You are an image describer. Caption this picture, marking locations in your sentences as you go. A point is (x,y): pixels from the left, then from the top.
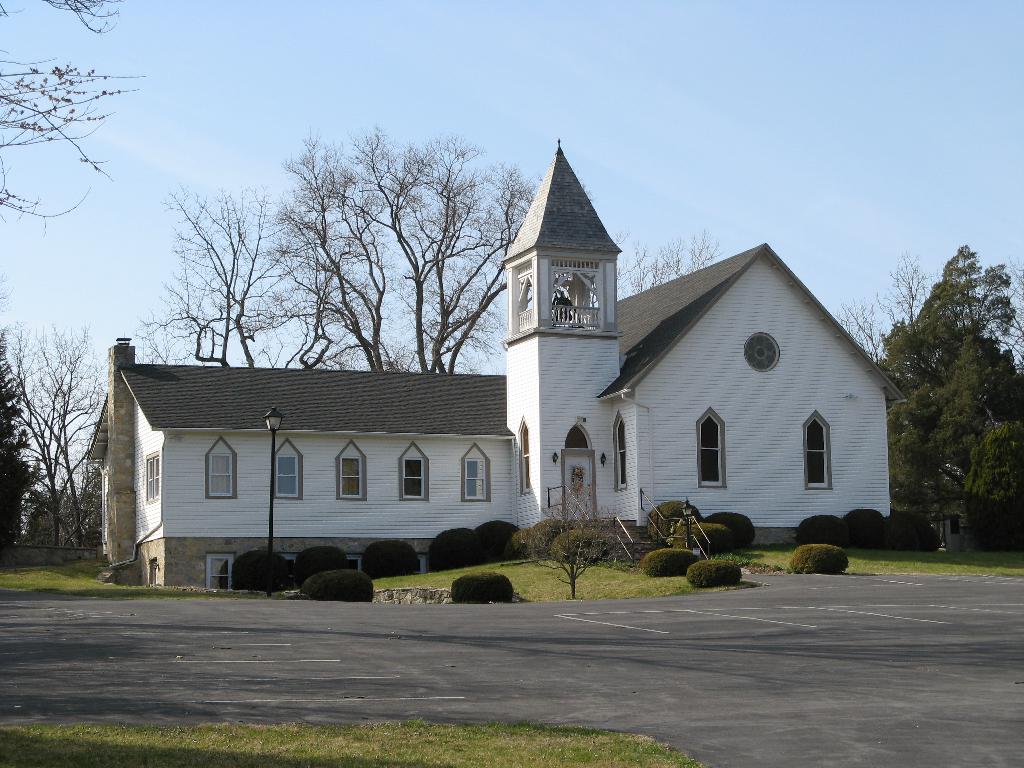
In this image in the center (574,373) there is one house (660,438), plants (674,536), grass (884,550). At the bottom (308,691) there is road (308,691) and grass (167,759), and in the background (300,293) there are trees (957,258). At the top (755,54) there is sky (438,74).
